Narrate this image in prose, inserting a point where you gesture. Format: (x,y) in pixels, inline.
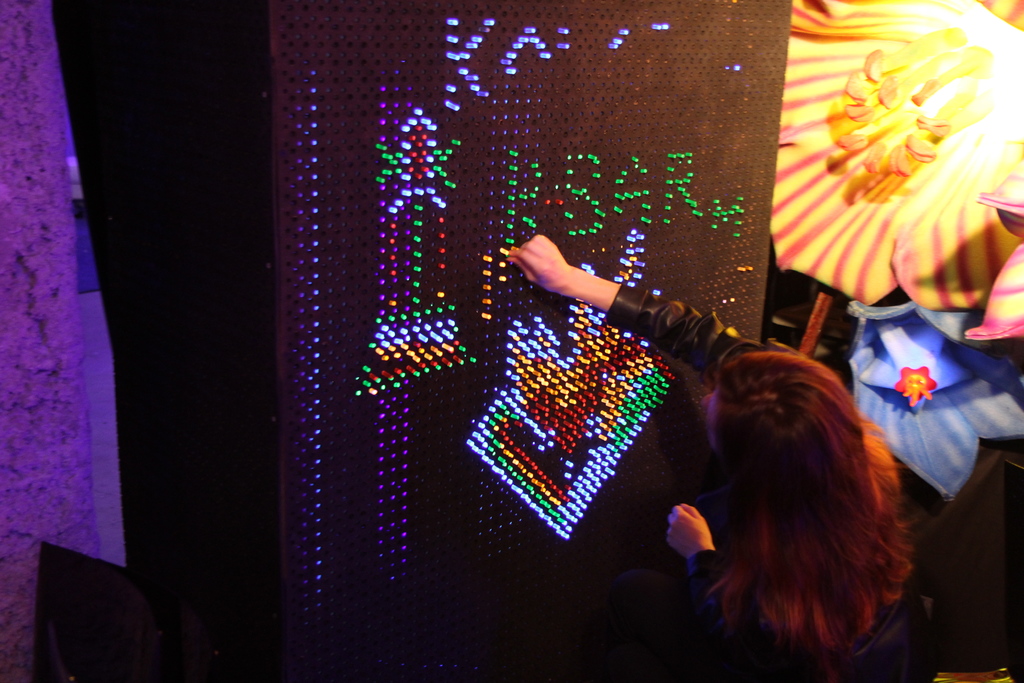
In this image there is a board (761,86), on that board (457,103) there are lights (515,418) near the board (712,301) there is a woman (820,513), in the top right (993,115) there is a flower (862,136), on the left (64,109) there is a cloth (67,576).
